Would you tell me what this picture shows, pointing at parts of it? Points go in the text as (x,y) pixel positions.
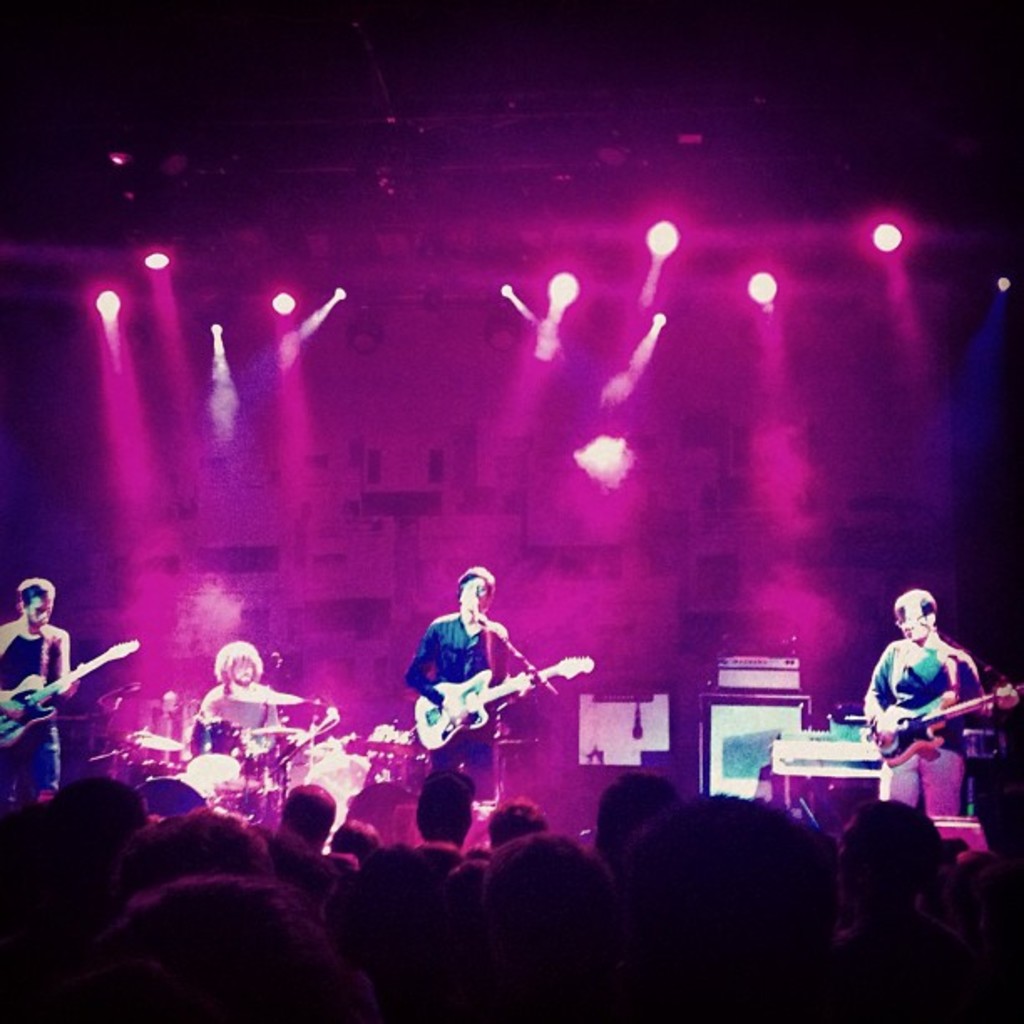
A rock band (43,737) is performing on a stage (643,716). In the band (890,792) a man (424,656) is singing while playing guitar (460,722). Other two (36,653) are playing guitar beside him. A man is playing drums (297,729) in the background (293,732). Lights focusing on them. People (85,820) are enjoying the music.
